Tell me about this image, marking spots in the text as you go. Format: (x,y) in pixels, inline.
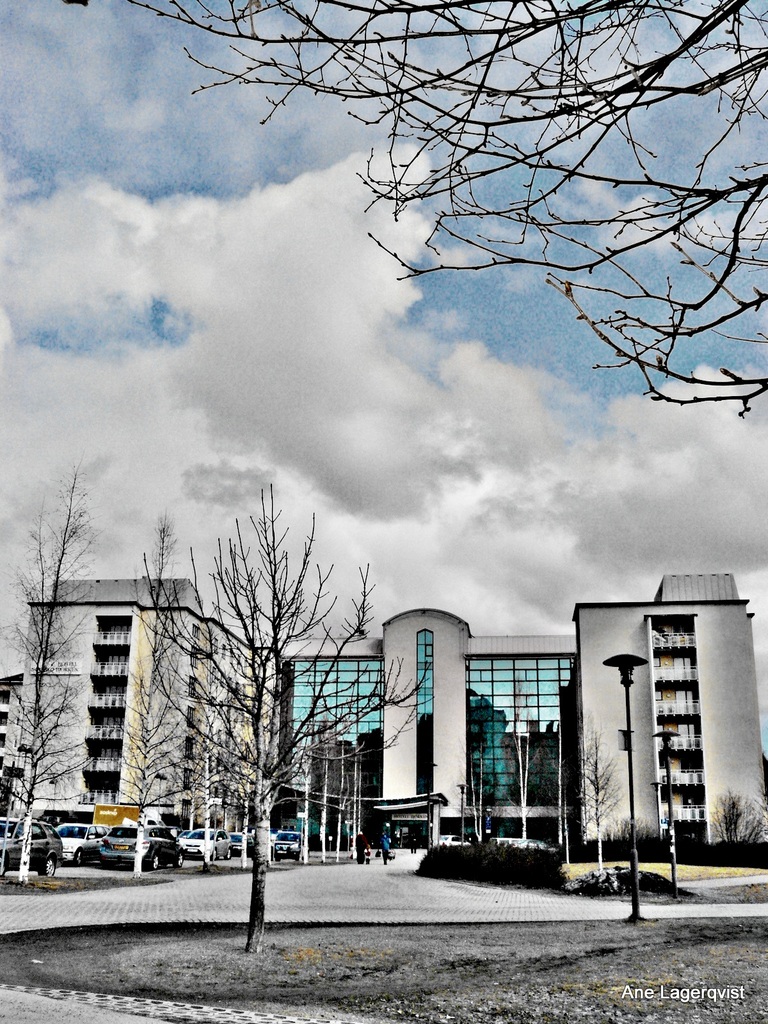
In the foreground of this image (106,1000), there is a road (73,1002), few trees (164,795), vehicles (17,859) and a tree (704,206) in the top right corner (618,94). In the background (410,689), there is a building (506,695), few poles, plants (534,870) and the sky (183,306).
